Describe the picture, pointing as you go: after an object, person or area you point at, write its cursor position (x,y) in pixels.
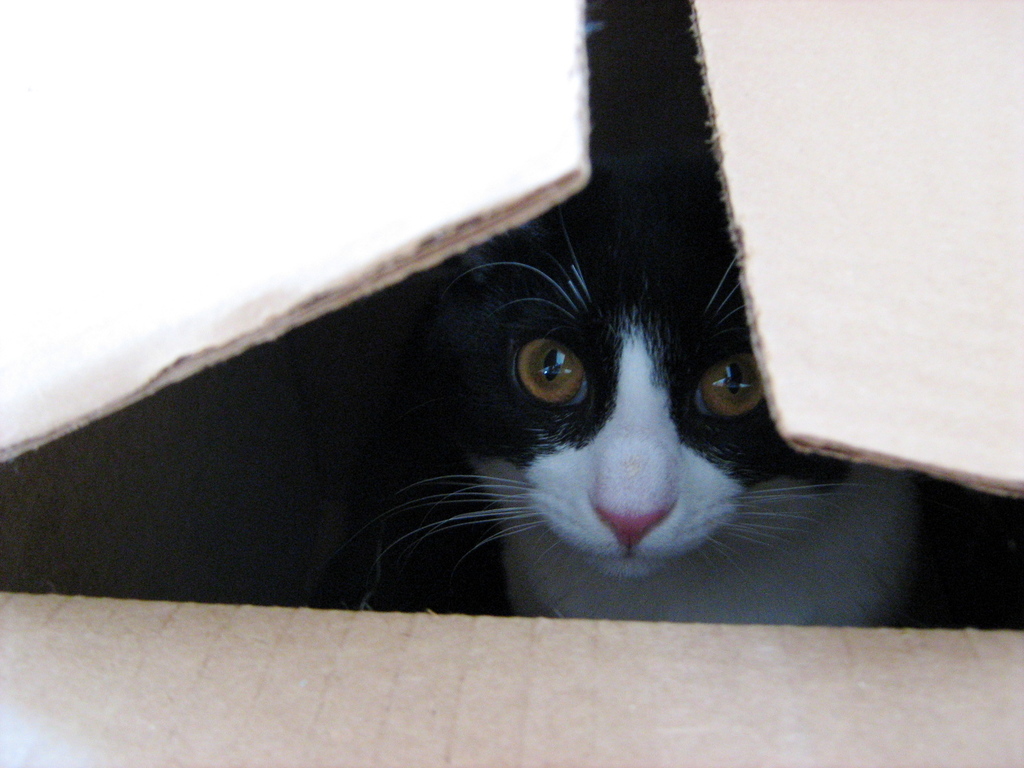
In the image we can see a cat (592,586) in the box (853,140).
